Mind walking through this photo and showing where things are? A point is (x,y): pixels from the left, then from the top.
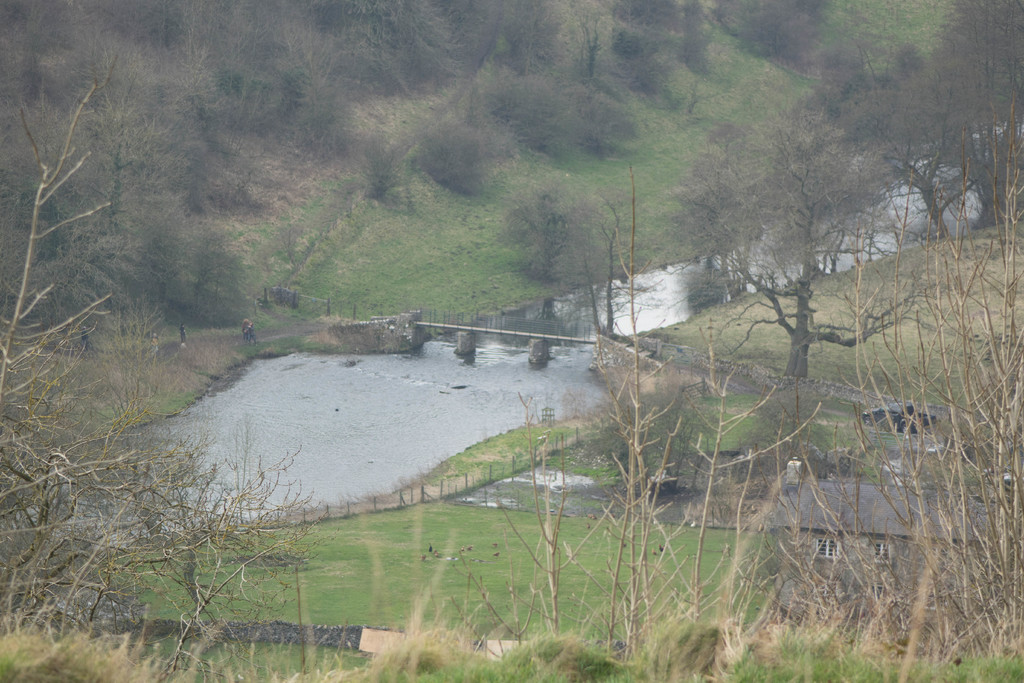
In this image we can see a bridge (505,329), there are some trees (331,98), water (214,492), grass (355,286), poles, houses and plants (972,637).
